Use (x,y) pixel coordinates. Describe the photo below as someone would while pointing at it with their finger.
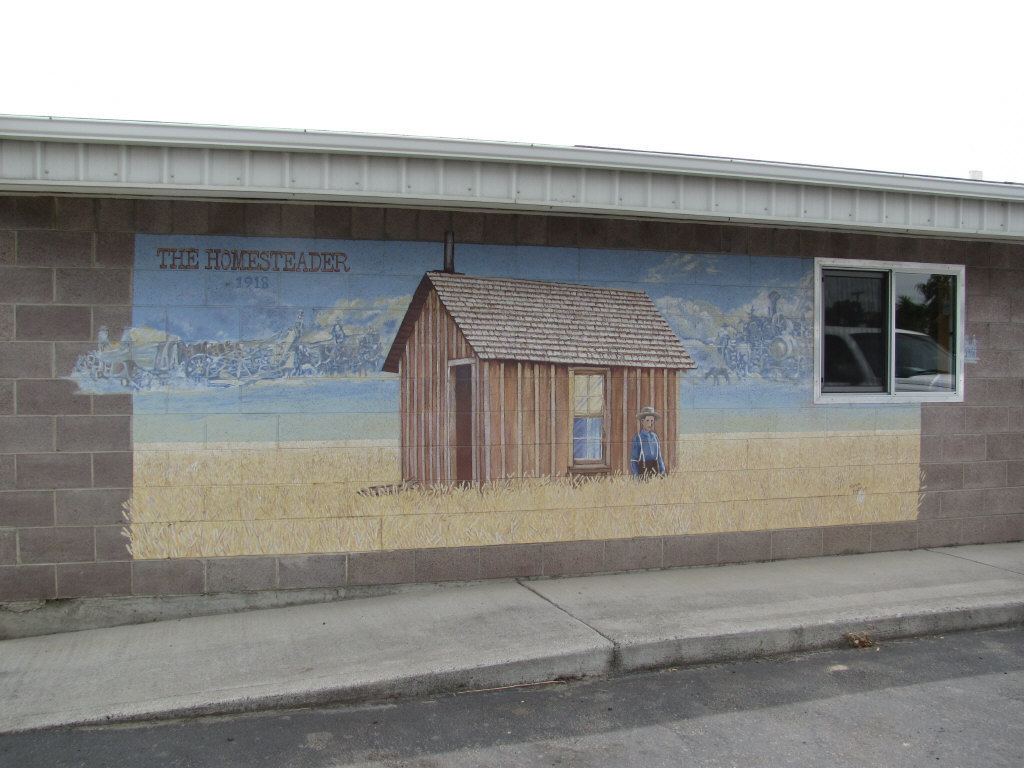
In this image a wall (444,365) of the building (491,401), with a painting (491,401) of a person (648,434) and a house (585,399) on the grass (497,487) and text (254,261), there is a window (836,308) to the wall (969,368), on the window (892,362) we can see the reflection (949,361) of a car (940,361) and there is a pavement (550,638) and a road (953,711) beside the pavement (825,601).
